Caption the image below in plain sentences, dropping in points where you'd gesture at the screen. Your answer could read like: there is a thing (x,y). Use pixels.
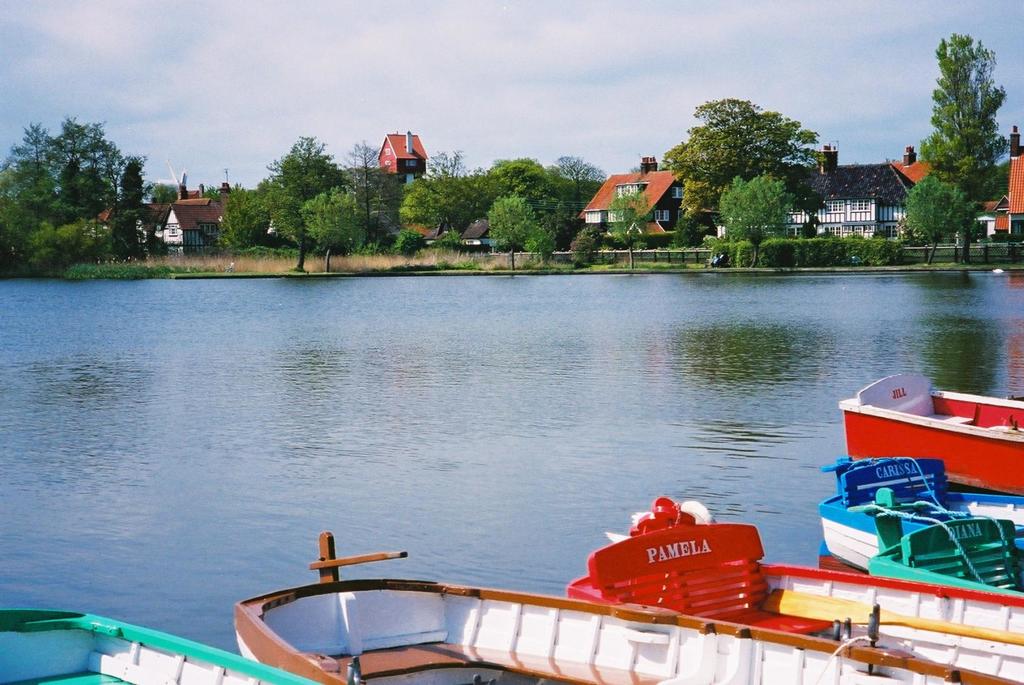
This image consists of boats (939,664). In the middle (394,369), there is water (313,352). In the background (446,223), we can see many trees (59,198) and houses (912,168). At the top (281,78), there are clouds (292,69) in the sky (251,138).
